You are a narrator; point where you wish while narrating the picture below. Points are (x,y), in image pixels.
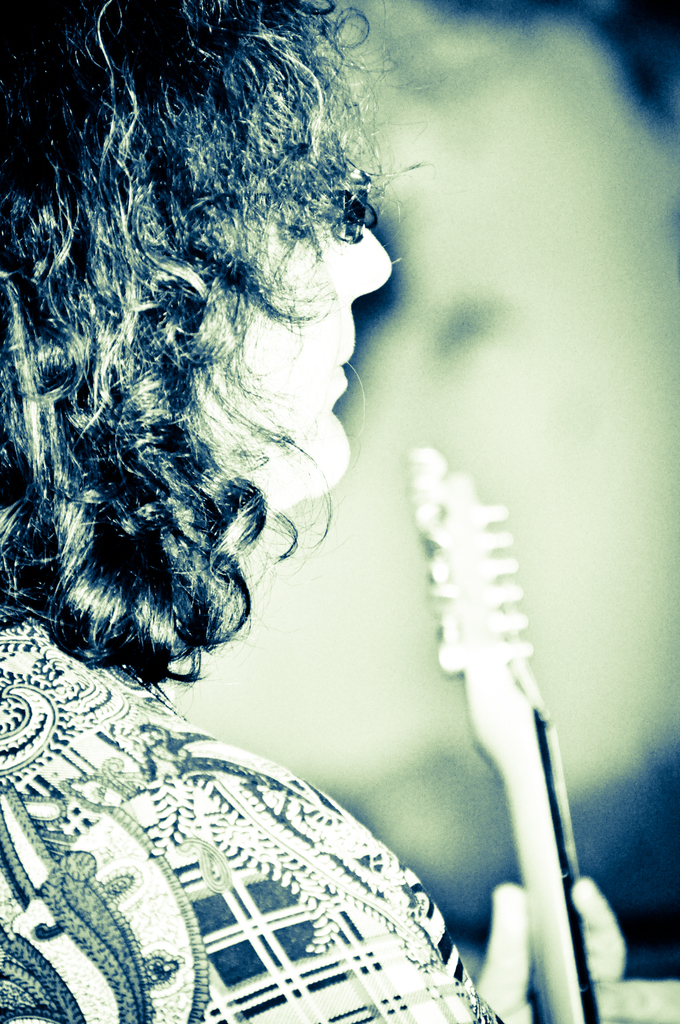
In this image in the front (125,509) there is a person (141,721) holding a musical instrument (559,1005) in hand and the background (566,392) is blurry.
